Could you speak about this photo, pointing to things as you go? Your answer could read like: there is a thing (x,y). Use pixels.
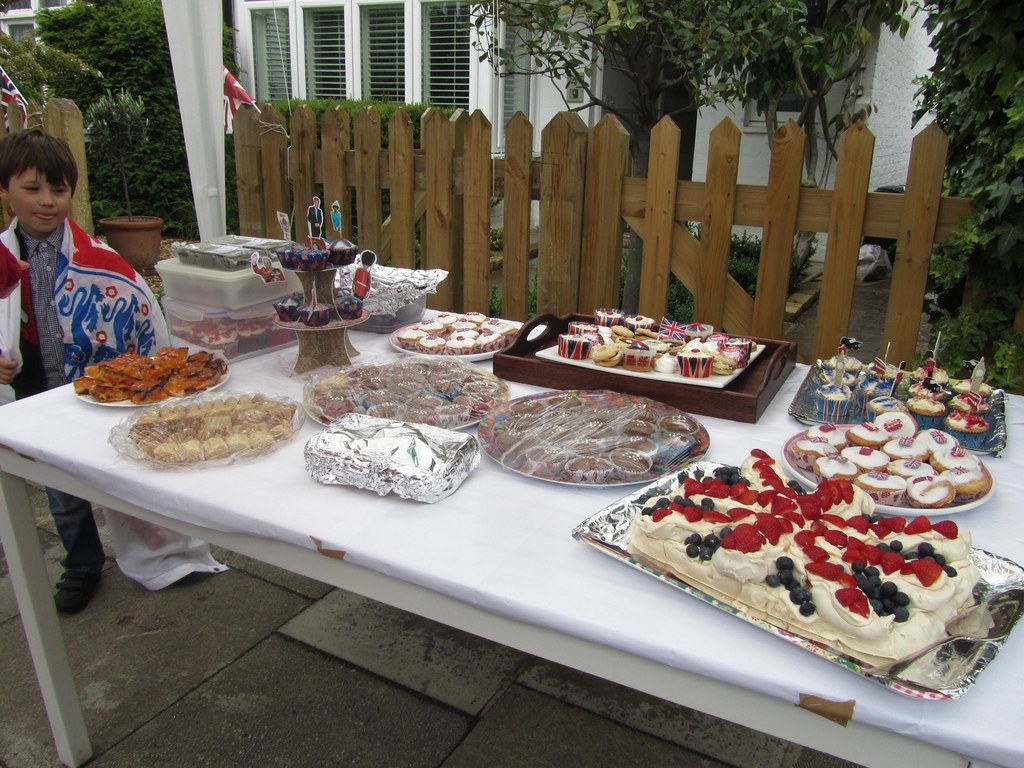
In this image i can see a boy (59,328) is standing on the ground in front of a table (514,573). On the table (58,455) we have few objects (562,424) on it. I can also see there is a fence (551,167) and few trees (646,57) beside the house (409,47).
